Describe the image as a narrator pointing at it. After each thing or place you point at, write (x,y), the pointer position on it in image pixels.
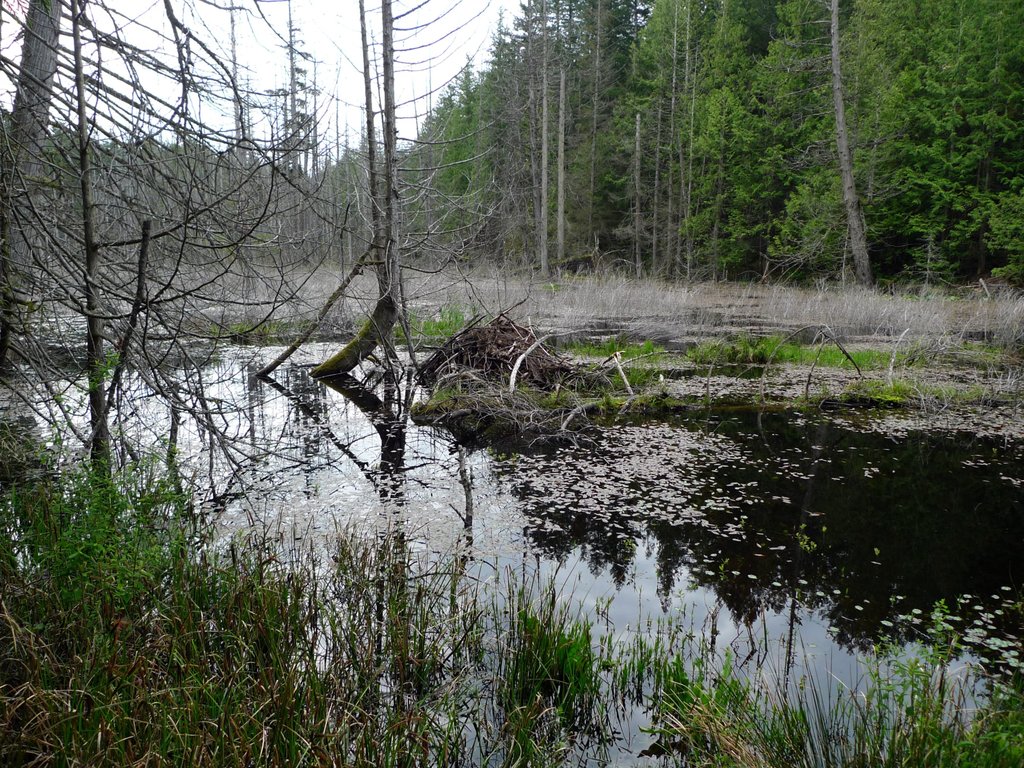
In this image we can see some plants (148,596), a group of trees (551,241), water (689,428), grass (710,334), the bark (392,74) of the trees (730,232) and the sky (411,107).
